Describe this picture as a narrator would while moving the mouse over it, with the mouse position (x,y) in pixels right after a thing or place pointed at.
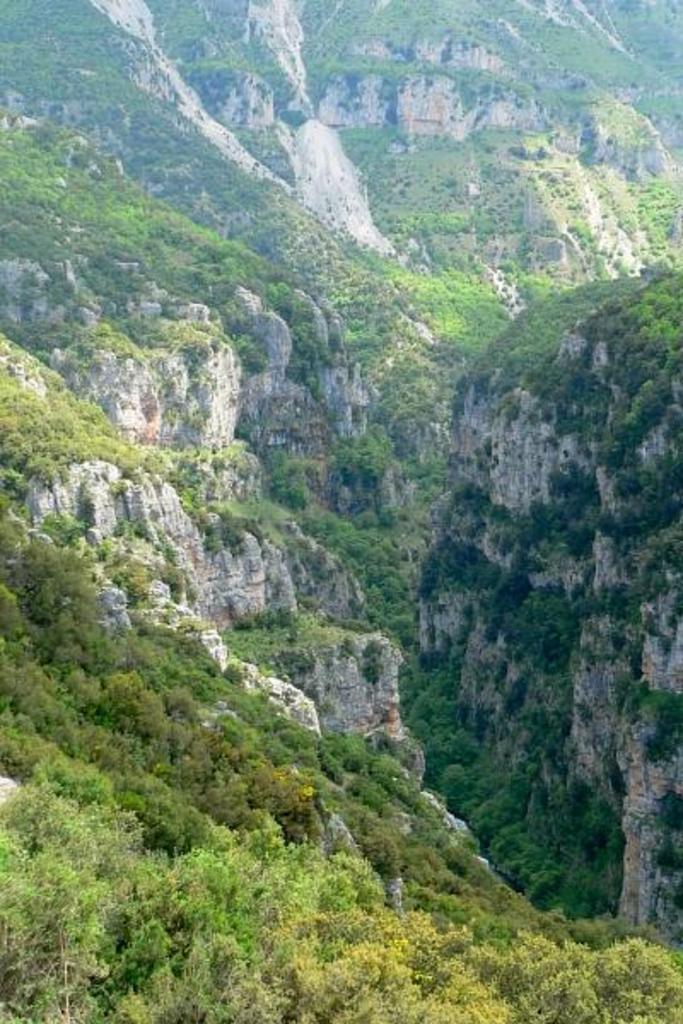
In the image we can see some hills (620,466) and trees (24,1021).
